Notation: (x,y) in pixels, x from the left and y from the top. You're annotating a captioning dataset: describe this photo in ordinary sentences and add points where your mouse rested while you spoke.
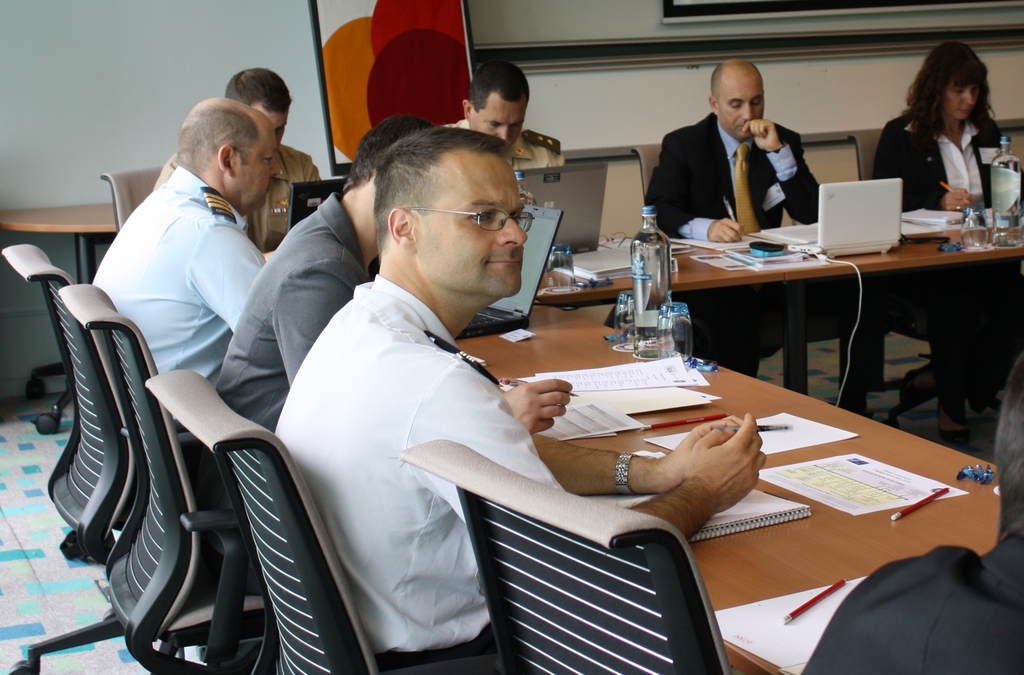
In this picture we can see a group of people (374,304) sitting on chair (426,452) and in front of them there is table (758,543) and on table (902,529) we can see book (745,505), paper (892,487), pencil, bottles (633,275), laptop (879,196), wires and in background (661,41) we can see wall (784,81).
